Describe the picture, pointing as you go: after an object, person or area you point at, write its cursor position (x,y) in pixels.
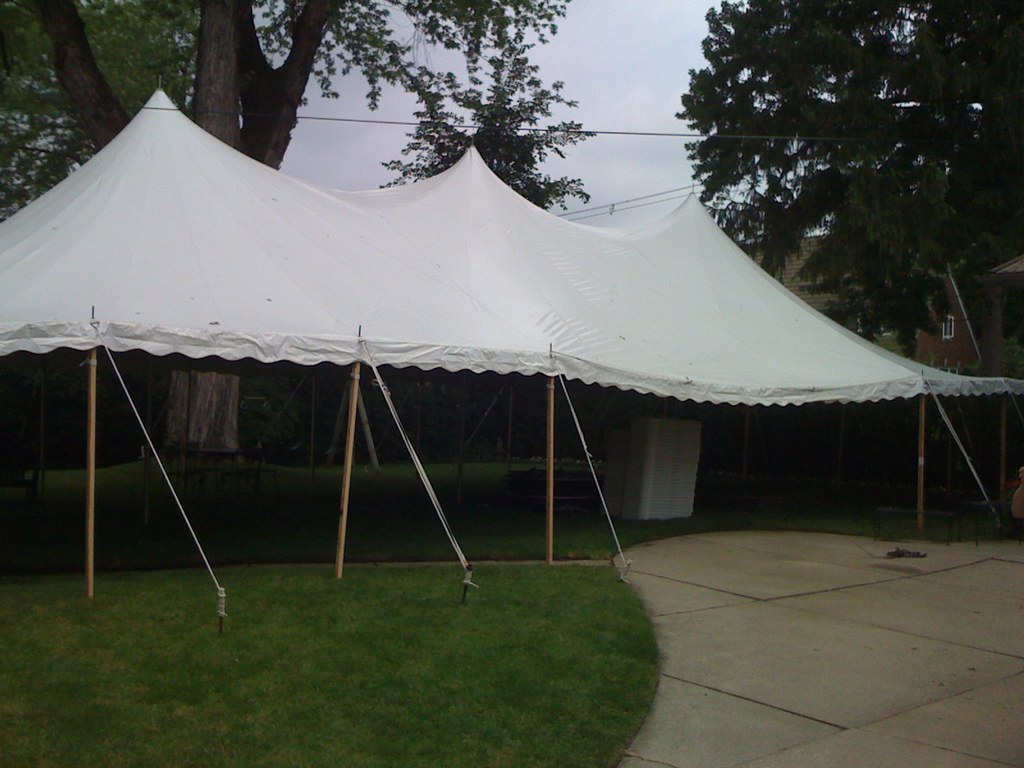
In this picture there is a tent (510,297) and there is a building (838,295) and there are trees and there are objects (693,424) under the tent (546,329) and there are chairs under the tent (425,335). At the top (632,97) there is sky (578,90) and there is a wire (587,131). At the bottom (342,601) there is grass (520,656) and there is a pavement (691,606).
